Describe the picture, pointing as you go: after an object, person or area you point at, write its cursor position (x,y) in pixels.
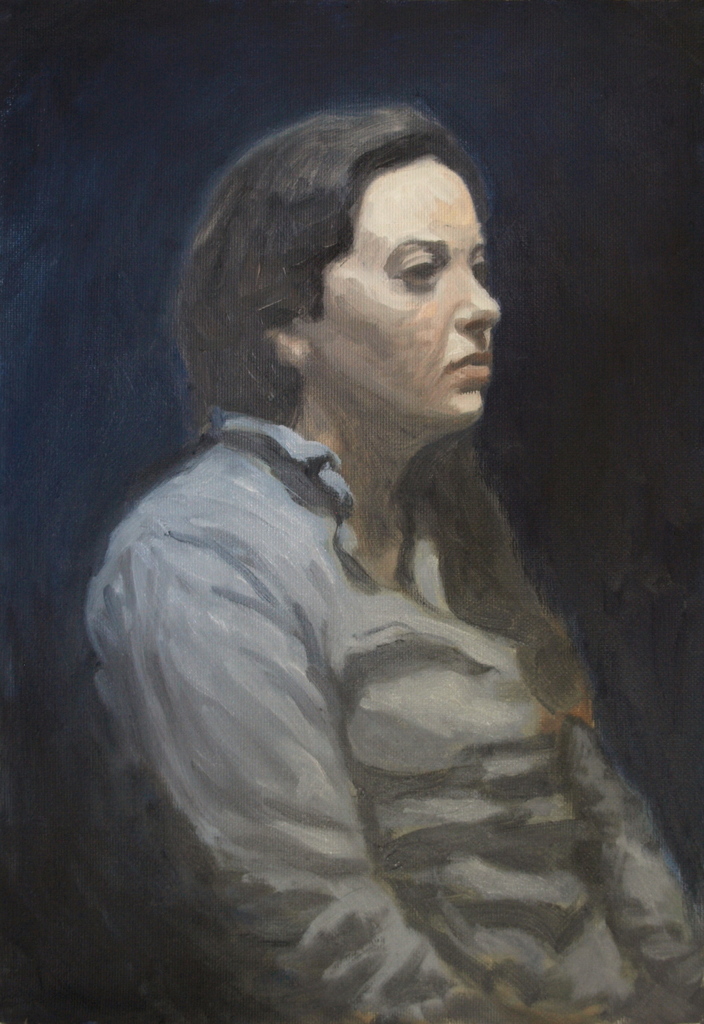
This is a painted picture of a woman (337,518) in the foreground (342,649) and the background (51,110) is in dark.
